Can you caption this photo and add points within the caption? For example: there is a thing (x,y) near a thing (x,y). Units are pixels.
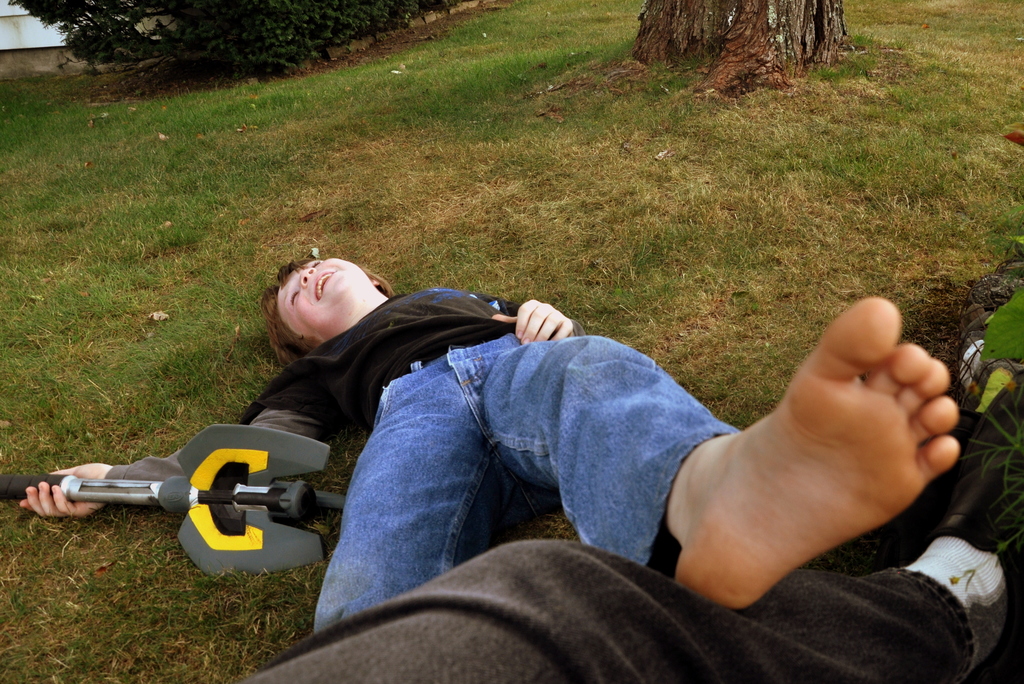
In this picture I can see a boy (400,315) who is lying on the grass (31,524) and is holding a thing (160,494) and I see that he kept one of his leg (655,448) on a person's leg (374,665). In the background (264,66) I can see a tree (720,96) and few plants (128,37).
